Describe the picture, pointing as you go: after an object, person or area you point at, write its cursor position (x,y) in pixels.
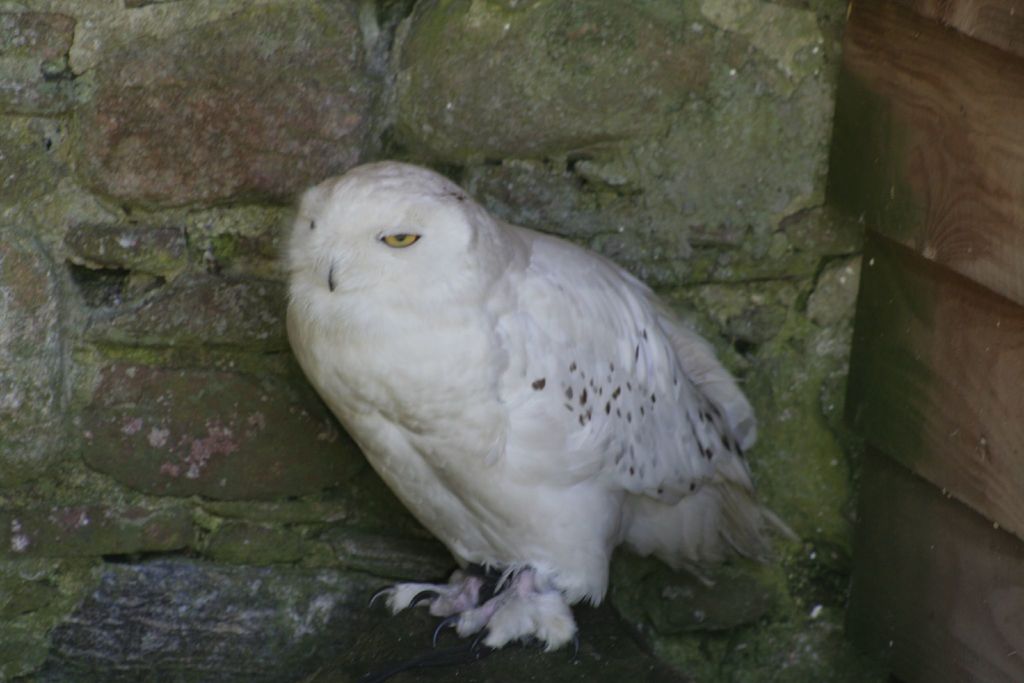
In this image I can see an owl (507,369) which is white and black in color is standing in the rock (503,648) and in the background (1018,438) I can see the wooden surface (958,345) which is brown and green in color and the wall (503,90) which is made up of rocks (258,160).
